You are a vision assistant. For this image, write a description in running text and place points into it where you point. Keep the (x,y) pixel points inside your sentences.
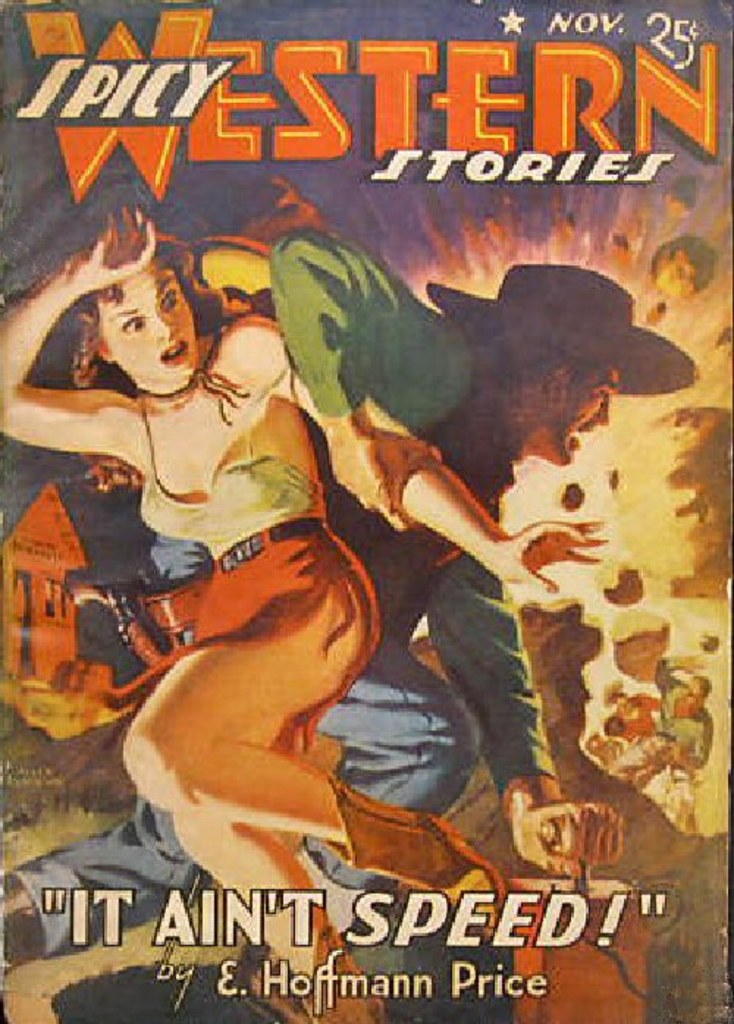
In this image, we can see depiction of persons (429,495) and some text (188,100).
